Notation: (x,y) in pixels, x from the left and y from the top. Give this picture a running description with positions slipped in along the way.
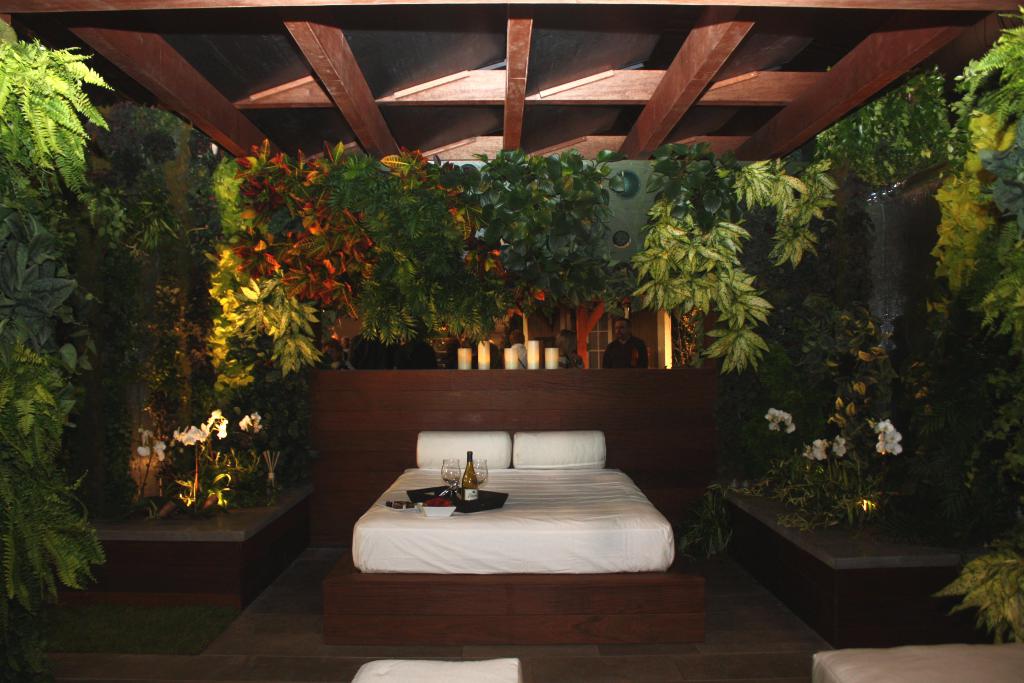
There is a bed (518,492) with pillows (461,457). On the bed (473,535) there is a tray (470,489) with bottle (467,476) and glasses (453,467). Also there is a bowl (437,508) with fruits (452,502). On the sides of the bed (549,556) there are tables (776,550). On that there are plants (820,419) with flowers (249,421). Also there are many plants (760,261). And the ceiling (388,75) is wooden. In the back (629,335) there is a person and some candles (461,363).
